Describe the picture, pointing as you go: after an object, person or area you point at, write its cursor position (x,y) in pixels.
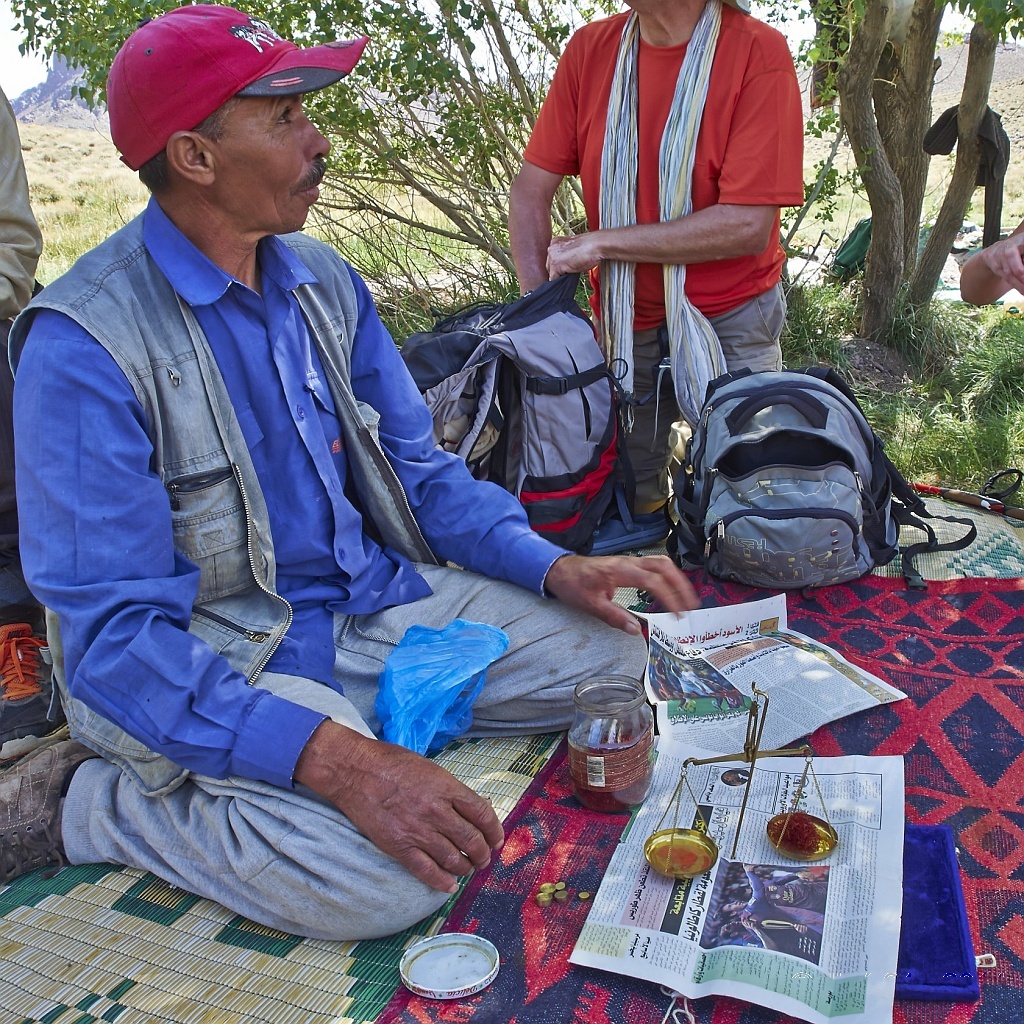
In this picture we can see few people (513,219) one of them is seated on the ground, in front of them we can see papers (630,909), a jar (580,733) and some baggage (544,453), in the background (393,78) we can find couple of trees (414,46).
